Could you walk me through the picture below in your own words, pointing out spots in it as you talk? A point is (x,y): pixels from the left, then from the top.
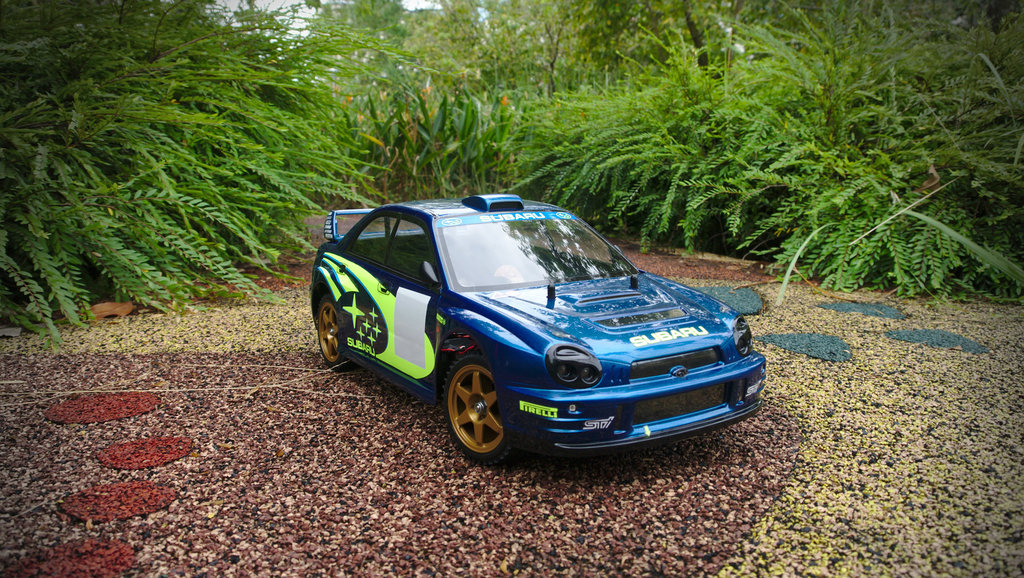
In the middle (529,235) it is a car (598,359) which is in blue color, there are green trees (367,183) in the back side of an image (554,141).
